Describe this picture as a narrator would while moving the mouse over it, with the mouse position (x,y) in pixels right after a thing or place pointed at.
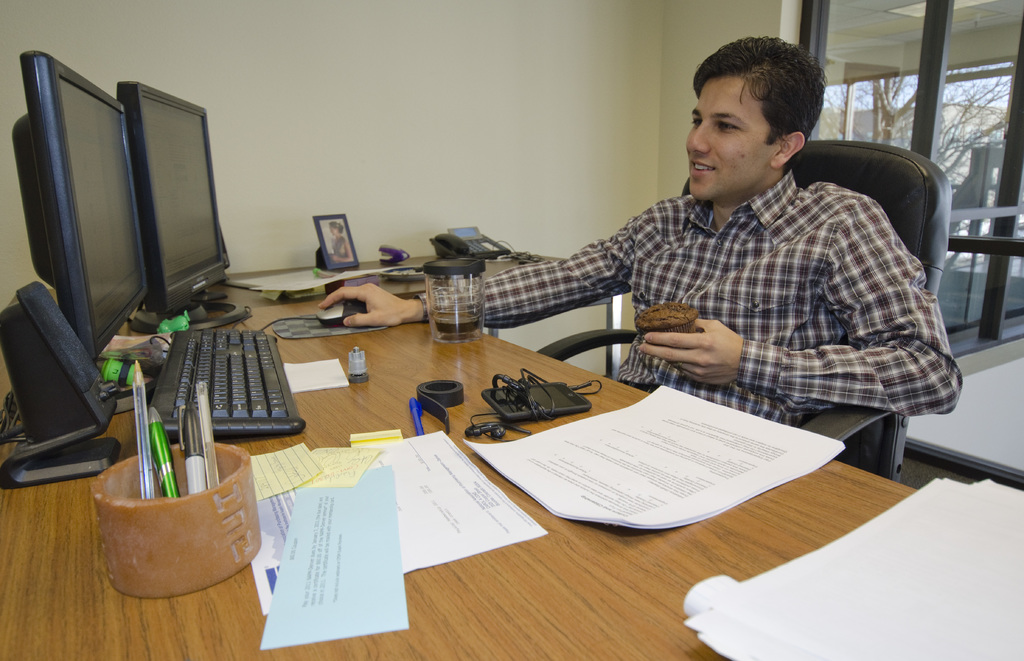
Here we can see one man (917,281) sitting on chair (880,187) in front of a table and he is holding a cupcake (675,320) in his hand (677,338). And on the table (305,307) we can see monitors (197,271), keyboards (242,407), speakers (23,299), pens (204,465), papers (443,501), mobile phone (564,388) with headsets (513,391) and a photo frame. on the background (331,101) we can see wall (574,84). Through window glass (964,126) we can see bare tree (964,125).
